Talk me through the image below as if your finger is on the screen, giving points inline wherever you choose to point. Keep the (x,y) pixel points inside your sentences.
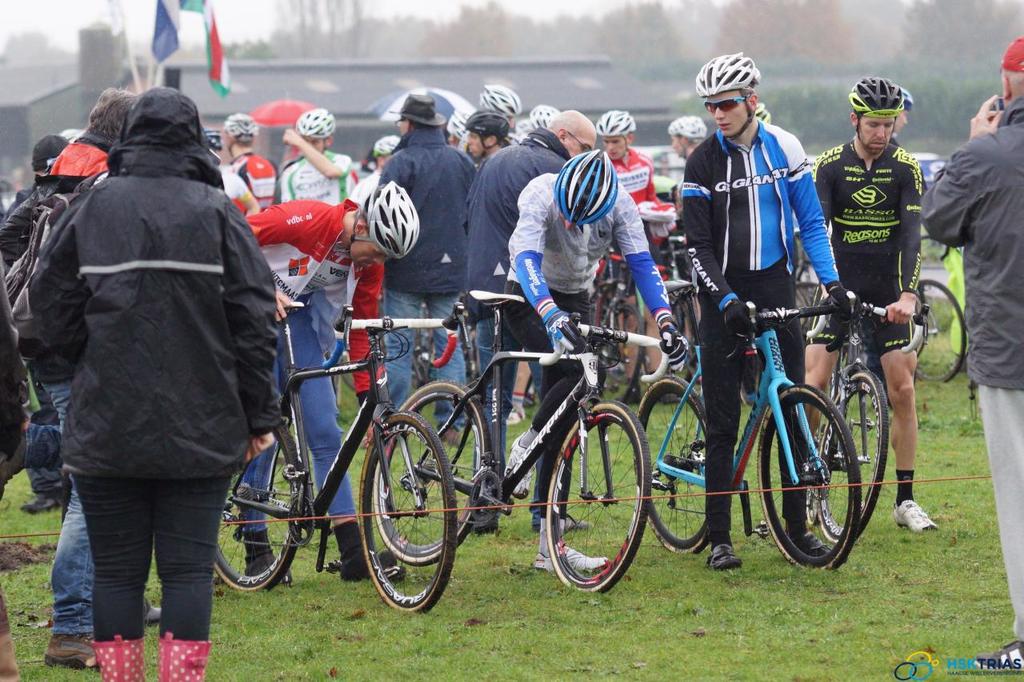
There is a group of people (312,332). Some people (565,231) are holding a bicycle handle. They are wearing a helmet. We can see the background (215,12) is flag (160,40), trees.
